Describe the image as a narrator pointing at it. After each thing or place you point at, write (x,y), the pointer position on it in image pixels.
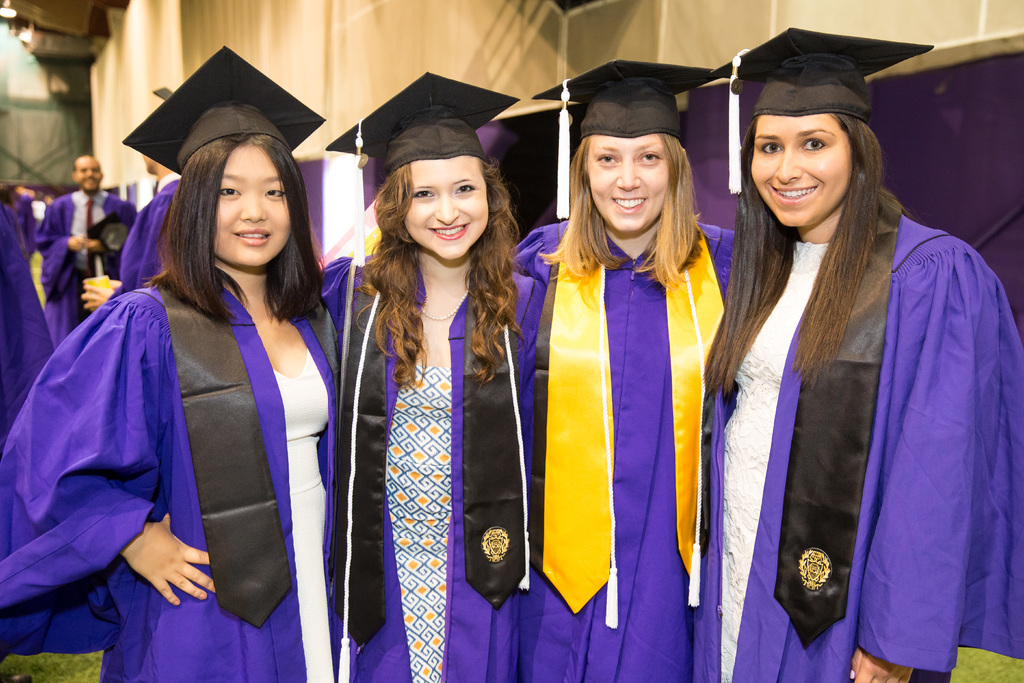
In the background (283,81) we can see the wall (184,43), purple metal panel (994,186) and objects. In this picture we can see the people (479,610) wearing graduation gowns (633,312) and hats (143,120). They all are smiling. On the left side of the picture (13,293) we can see the people (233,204).
